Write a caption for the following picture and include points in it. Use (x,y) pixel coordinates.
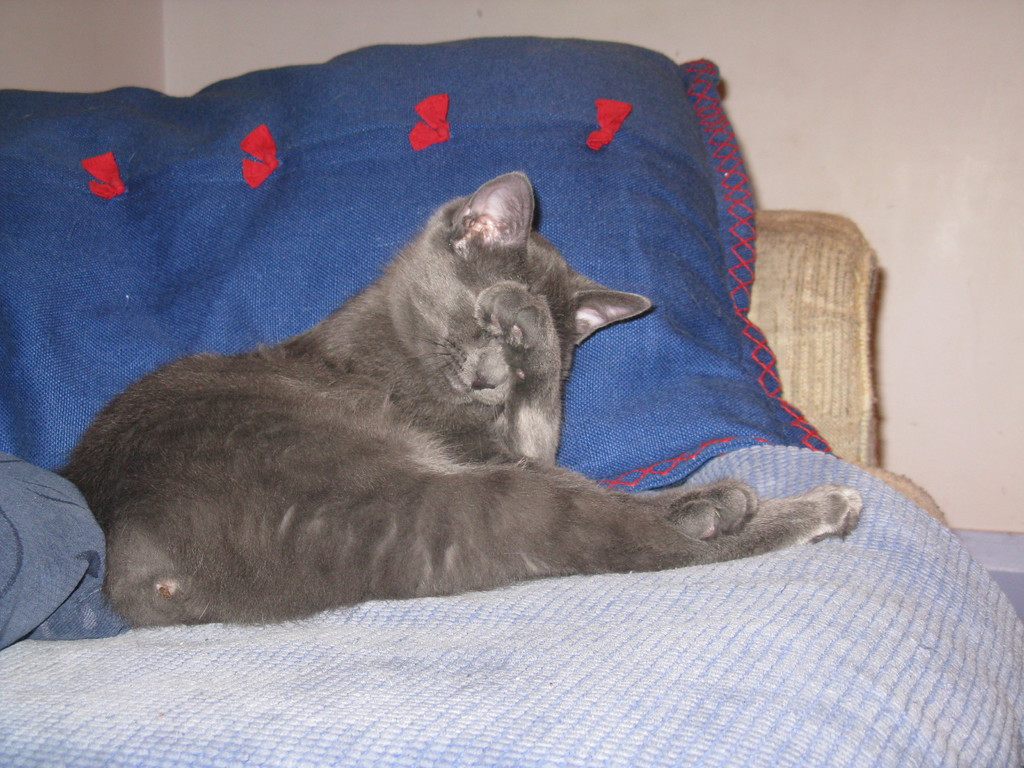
In this picture we can see a cat (184,504) on a cloth (643,686), pillow (559,99) and in the background (169,8) we can see the wall (940,215).
